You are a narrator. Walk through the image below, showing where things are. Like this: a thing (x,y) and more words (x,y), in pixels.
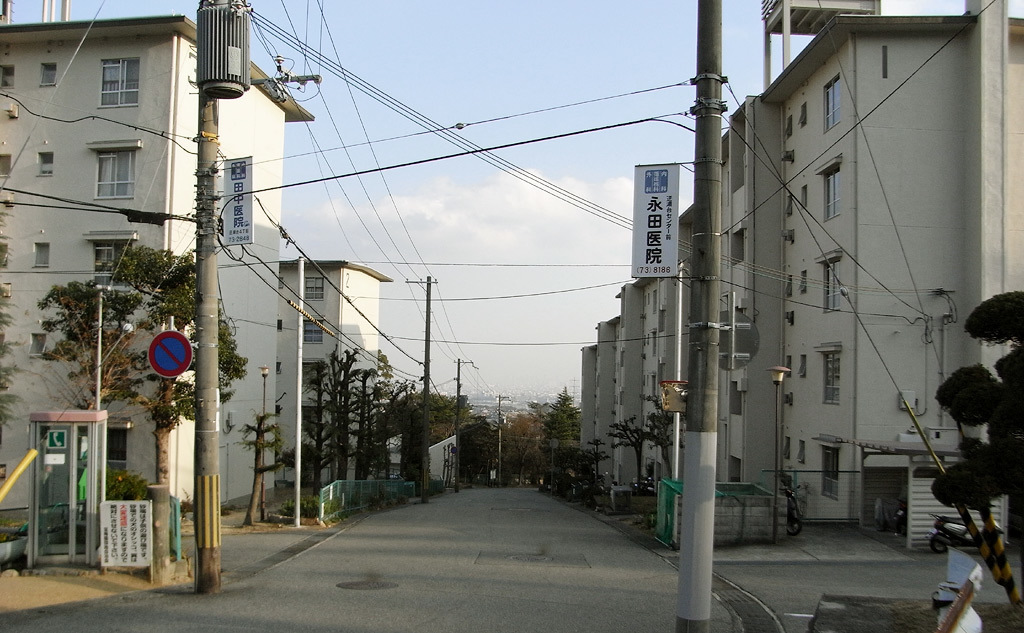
In this image we can see a group of buildings (721,421), trees (308,423) and poles (204,424). To the left side (72,460), we can see a metal cabin (43,489) placed on the ground (104,575). To the right side (944,524), we can see a motorcycle (938,524) parked on the road (860,580). In the background (512,257), we can see group cables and a cloudy sky (501,219).
